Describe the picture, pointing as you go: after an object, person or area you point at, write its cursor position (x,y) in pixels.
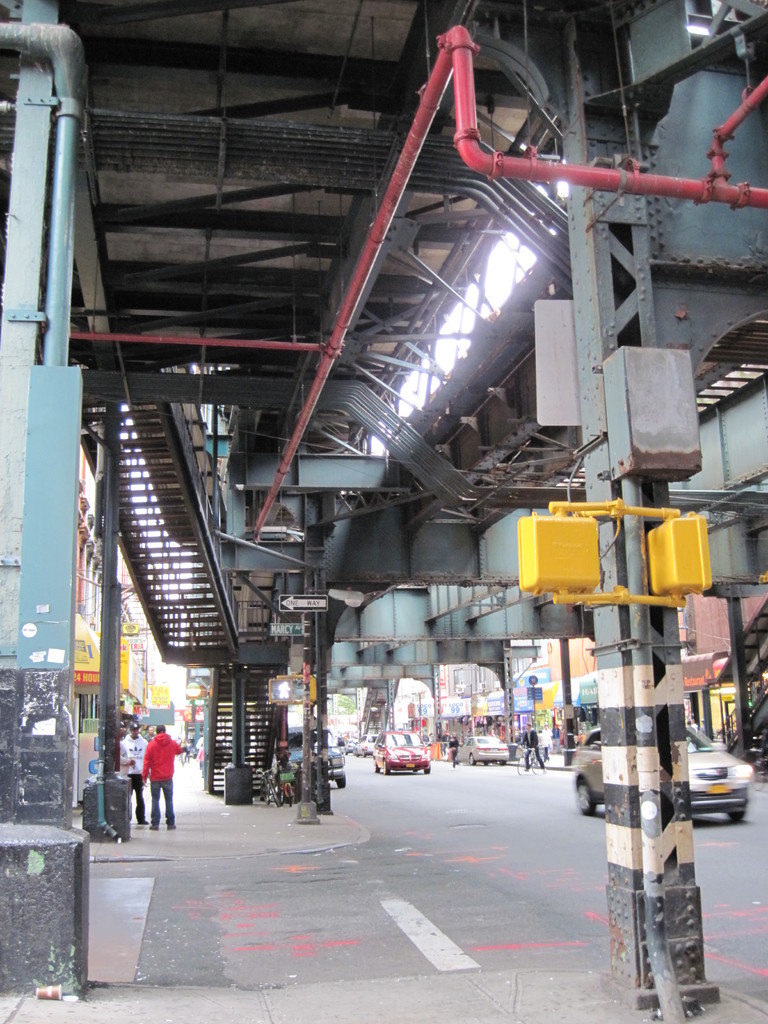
In this image in the front (64,417) there are poles (62,729) and in the background (162,756) there are persons (169,744) standing and walking, there are cars (372,751) moving on the road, there are buildings (471,702) and there is a staircase (191,558). On the top (591,177) there is a pipe (423,128) which is red in colour.
